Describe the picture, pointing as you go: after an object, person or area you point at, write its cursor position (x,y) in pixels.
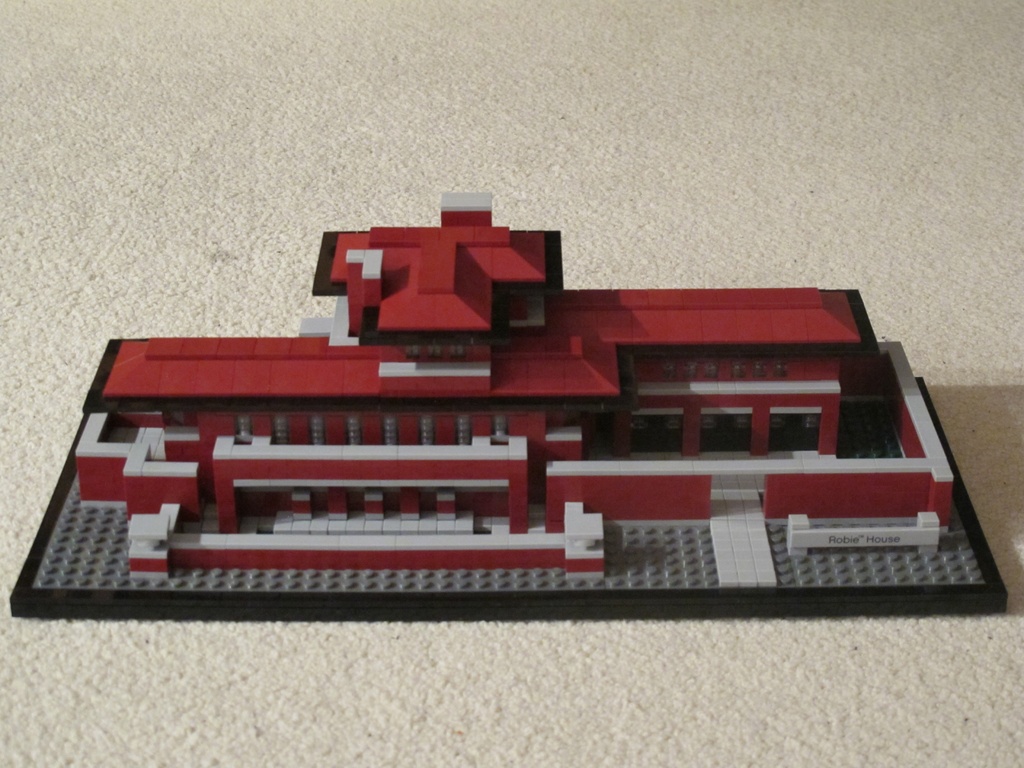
In this image I can see the miniature (608,530) of the building (641,449) and it is on the cream color surface (717,719). The building (522,427) is in red, black and ash color.
